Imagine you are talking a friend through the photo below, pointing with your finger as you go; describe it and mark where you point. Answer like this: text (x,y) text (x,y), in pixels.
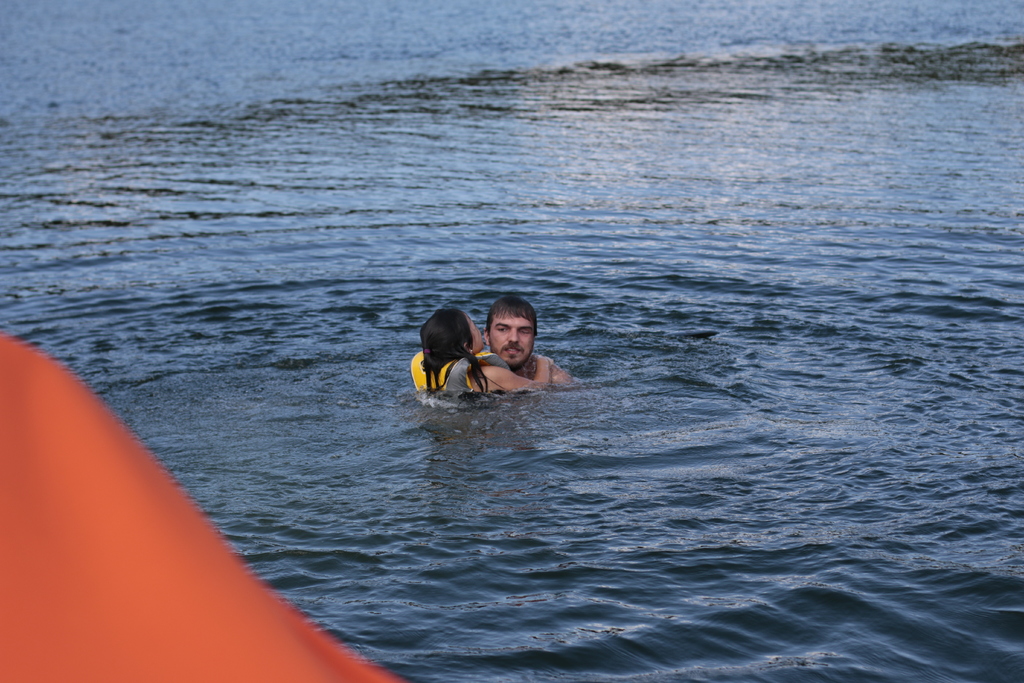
In this picture we can see few people (554,368) in the water (552,331) and a person (467,341) wore a life jacket (420,368).
